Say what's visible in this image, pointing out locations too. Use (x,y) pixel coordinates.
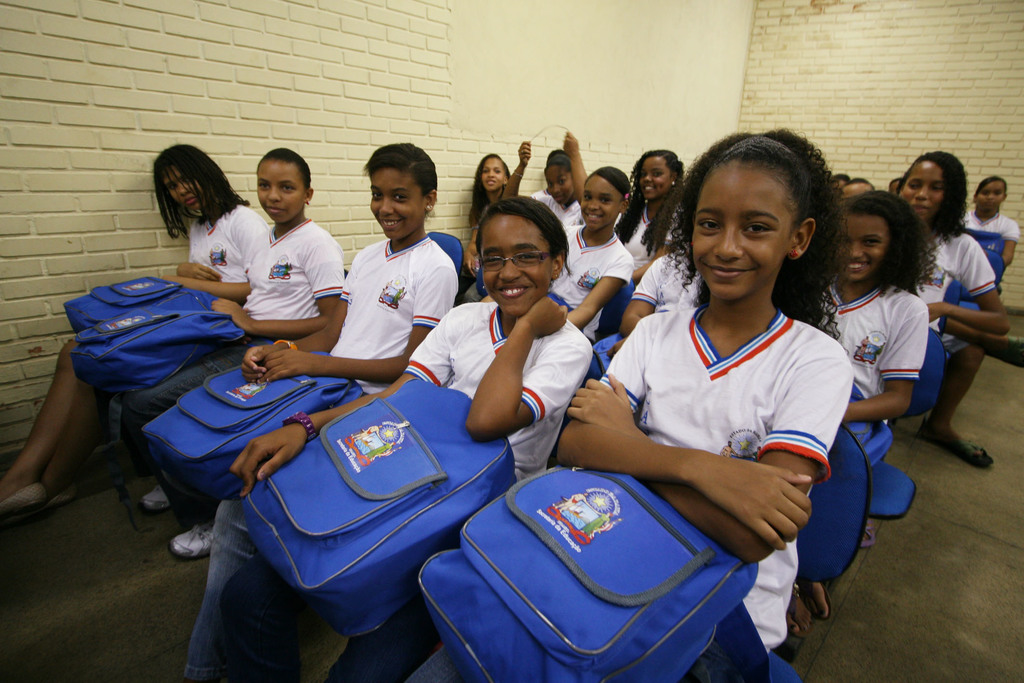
This image is taken indoors. In the background (552,109) there is a wall (840,71). At the bottom of the image (87,595) there is a floor (999,491). In the middle of the image (454,247) many girls (808,342) are sitting on the chairs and they are holding backpacks (668,526).
